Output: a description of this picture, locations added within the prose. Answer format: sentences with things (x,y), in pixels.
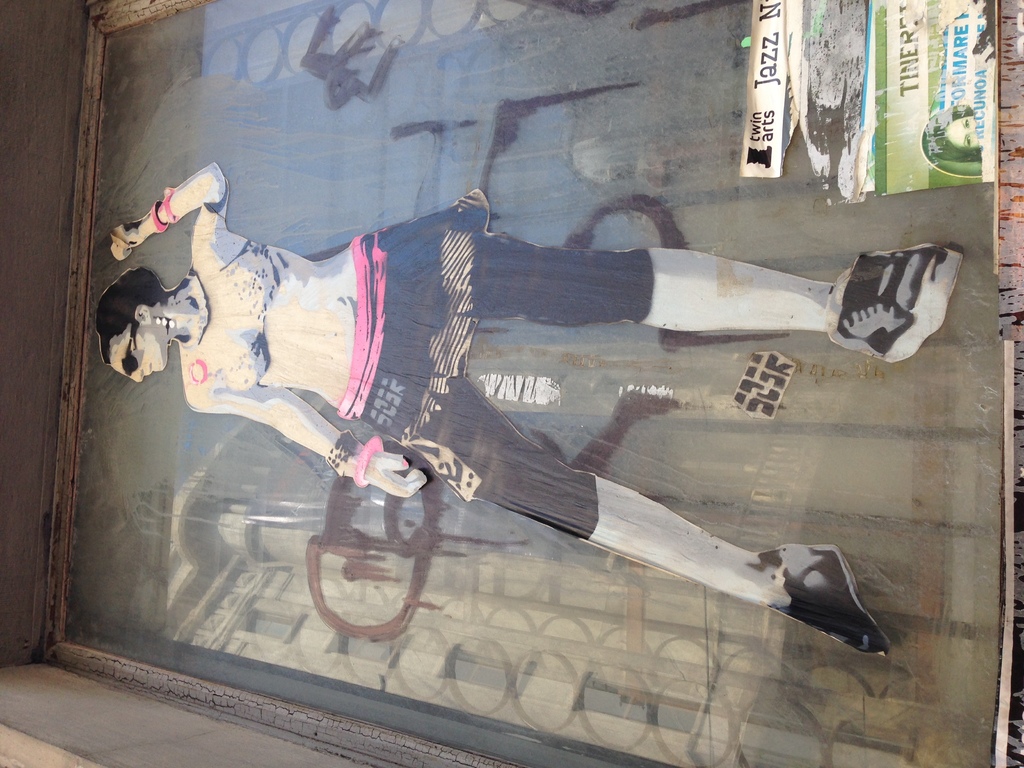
In this image we can see a painting (629,284) of a person (490,424) in the photo frame (227,447) and there is some text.
